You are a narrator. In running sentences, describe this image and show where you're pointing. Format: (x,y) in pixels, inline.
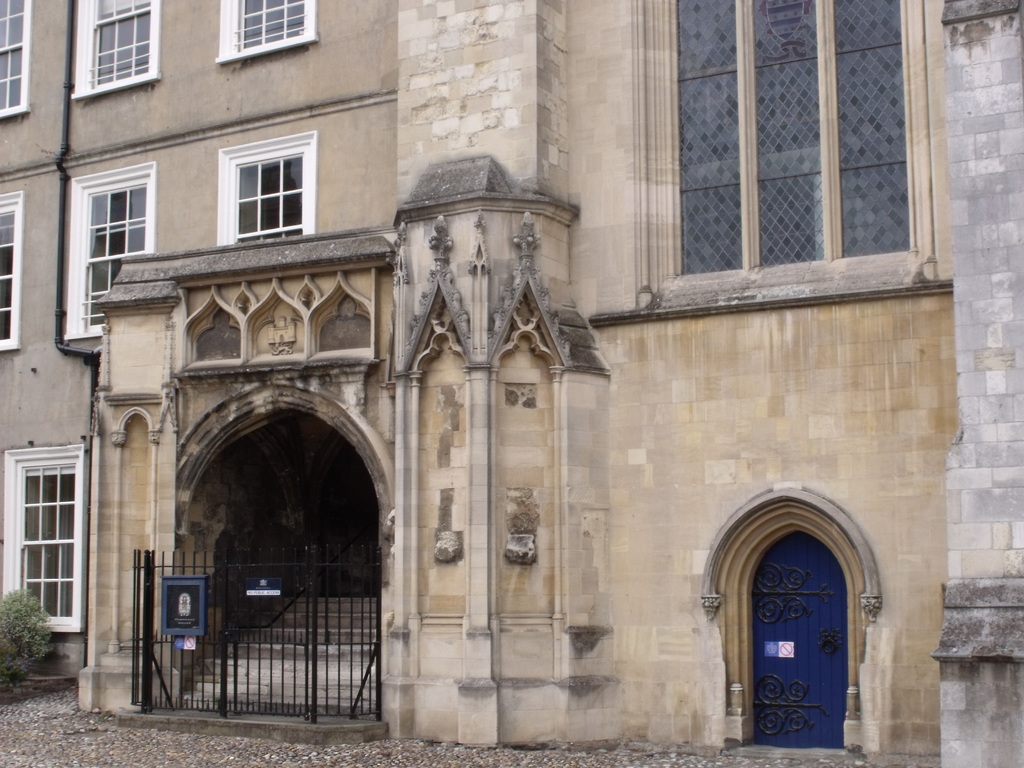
In this picture, we see a building (493,241). It has windows (800,247) and a blue door (808,598). At the bottom (133,753), we see the stones (161,737). Beside that, we see a black railing (306,700). Behind that, we see the staircase (325,608). On the left side (10,646), we see a tree (25,627) or a plant (30,649).
